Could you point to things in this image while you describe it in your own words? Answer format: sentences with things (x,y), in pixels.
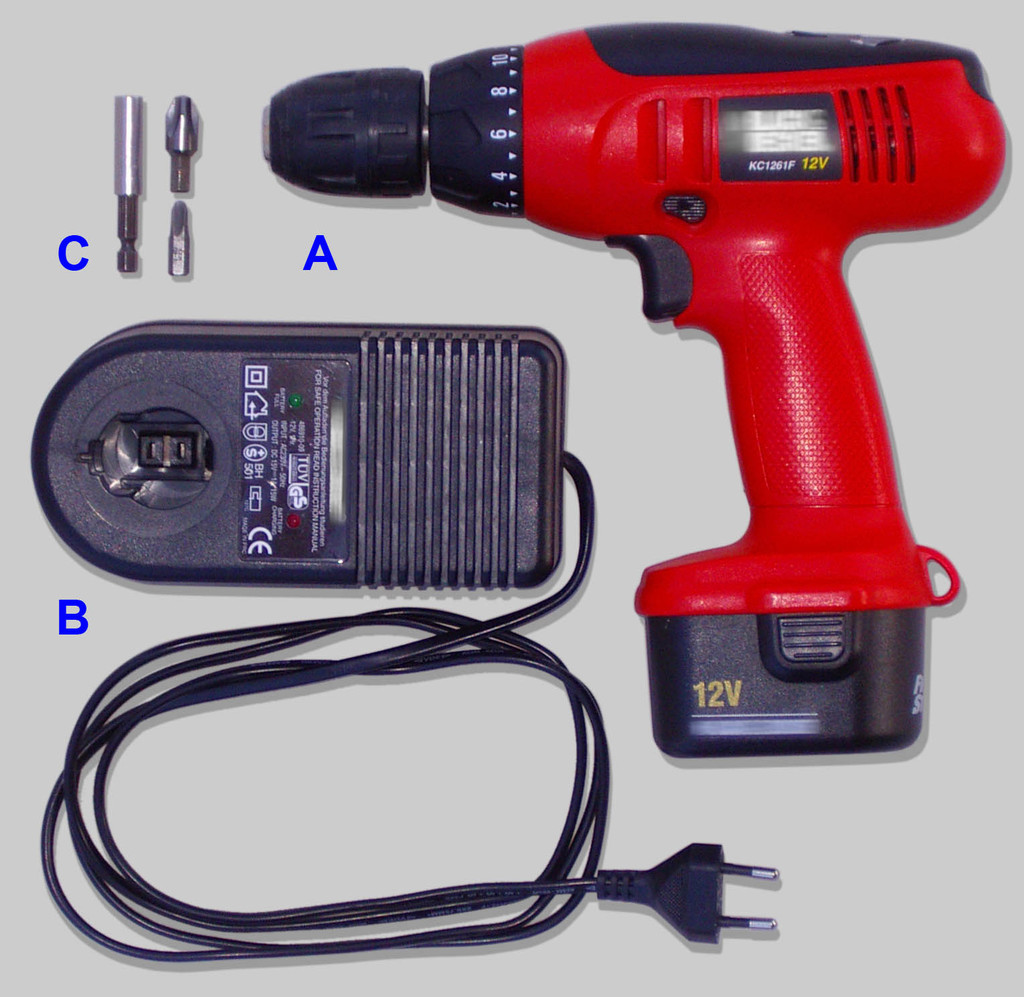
In this image there is a drilling machine (542,212) and a few other objects (350,328) on the white color surface (320,591).
